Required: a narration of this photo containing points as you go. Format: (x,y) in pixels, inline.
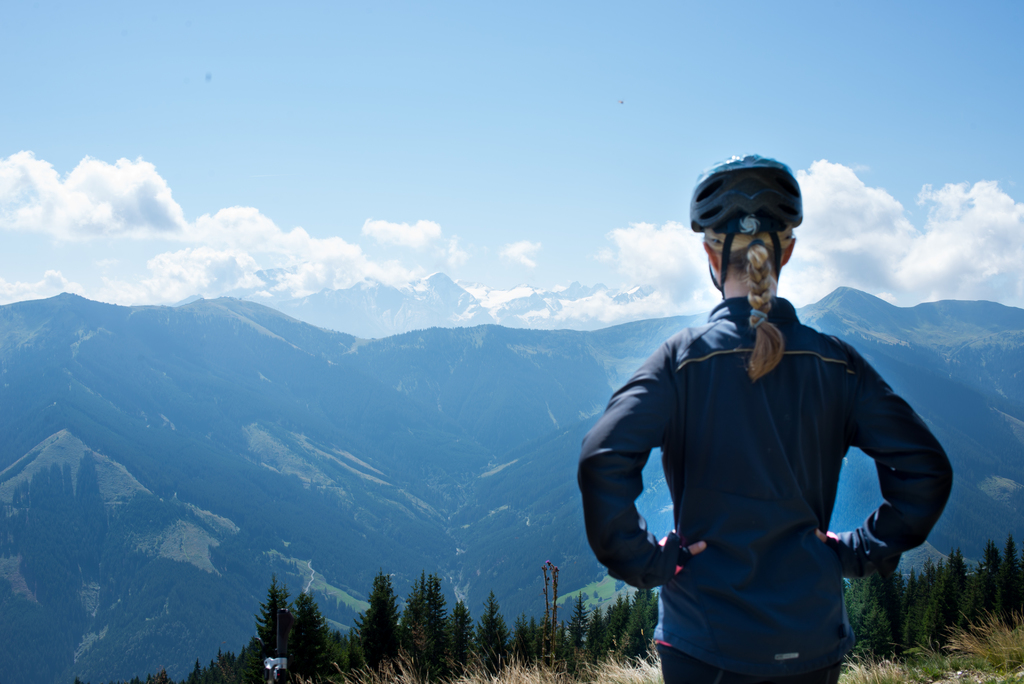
In this image there is a lady (752,585) standing, in the background (521,639) there are trees (499,629), mountains (632,352) and the sky (359,279).
